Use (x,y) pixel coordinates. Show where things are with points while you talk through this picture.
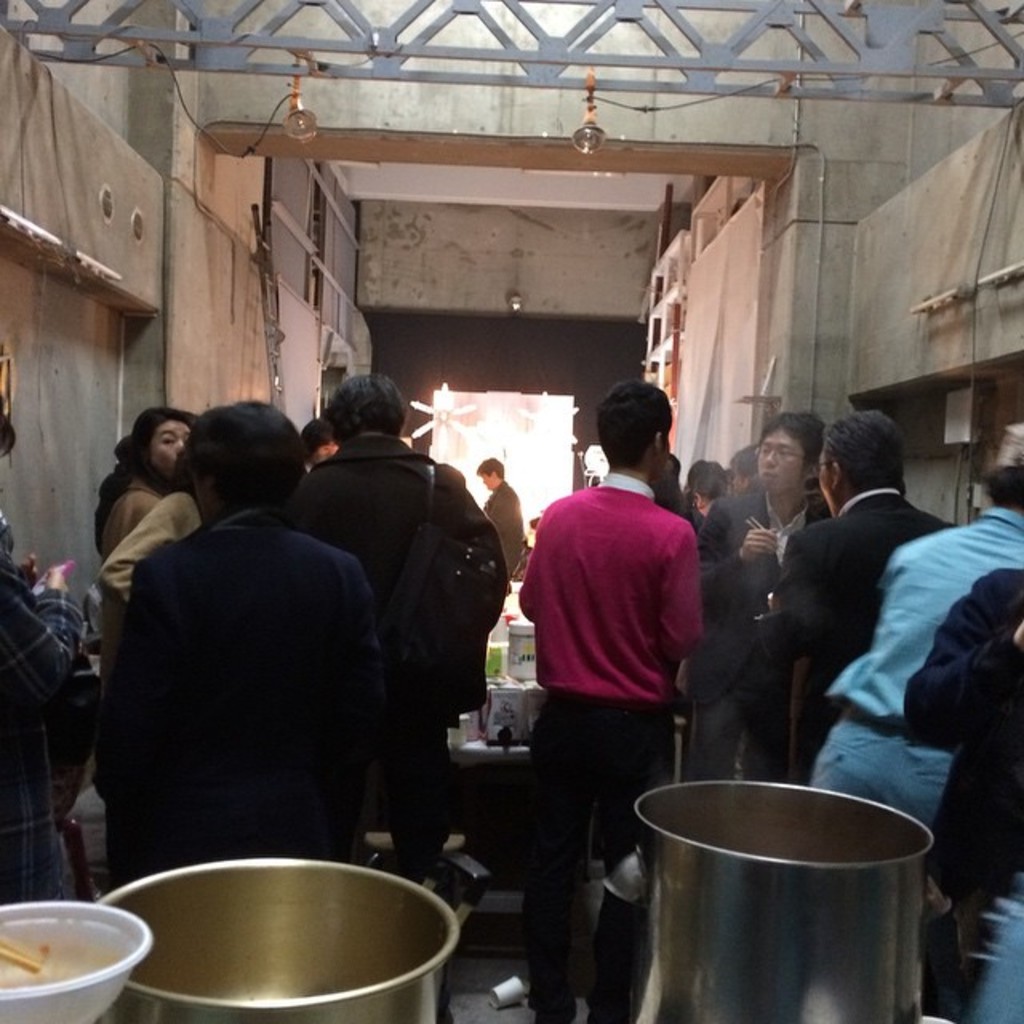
Here we can see people (807,609). Backside of these people (901,619) there are containers (395,898). On the ground (481,994) there is a cup (509,988). In-front of them there are things (518,619). Far there is a screen (484,423) and lights (434,424). Bulbs (303,120) are attached to the rods (764,20).
